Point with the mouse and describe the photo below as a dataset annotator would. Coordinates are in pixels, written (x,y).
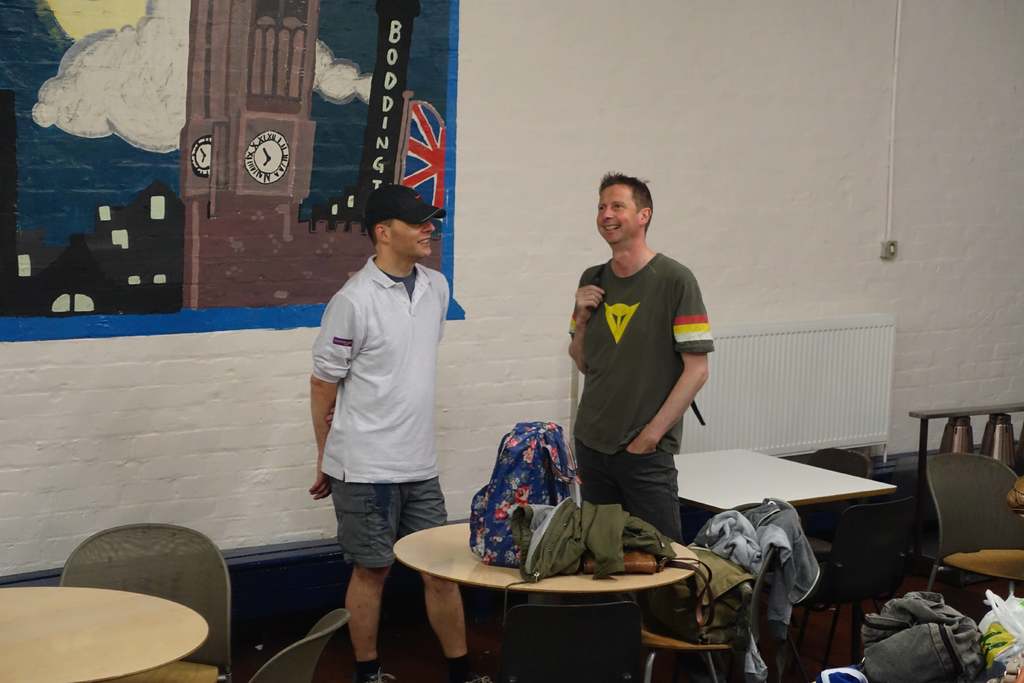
This picture is taken in a room (265,552). The room (400,459) is filled with the tables (586,581) and chairs (178,557). There are two persons (671,430) in the center (358,315), a person (360,539) towards the left (333,469), he is wearing a grey shirt (383,360), grey shorts (359,497) and black hat (429,220) and person (651,270) towards the right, he is wearing a green shirt (667,324) and carrying a bag (600,278). On the table (452,536) there is a blue bag (528,472), cloth (561,517) and a book (613,554). In the background (302,134) there is a painting (310,164) and a switch board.
